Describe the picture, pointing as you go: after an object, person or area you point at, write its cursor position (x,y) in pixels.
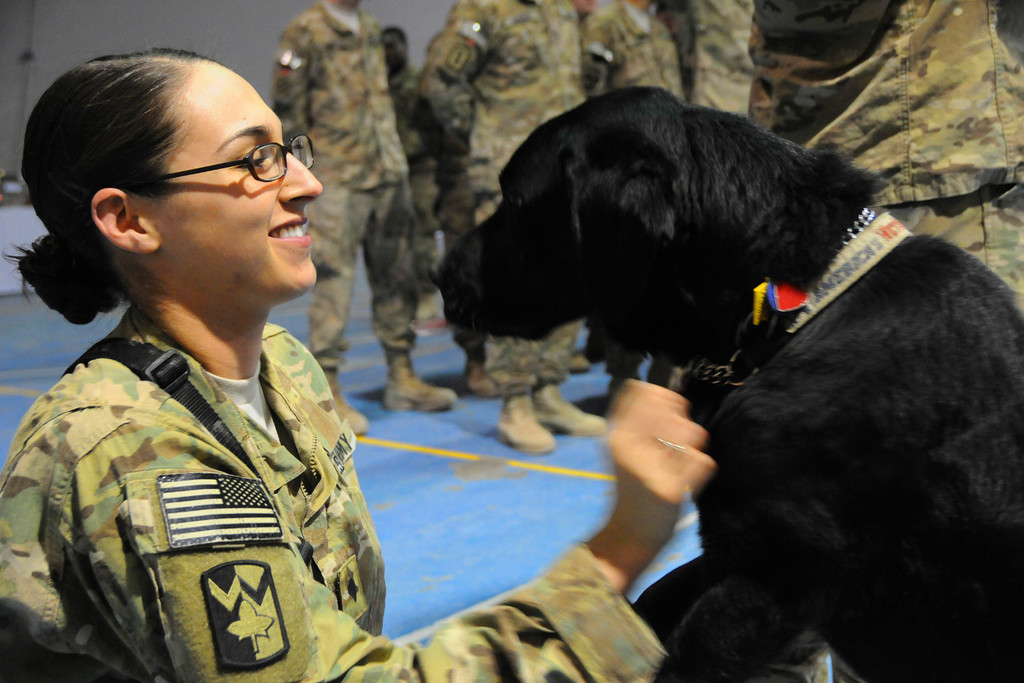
In this image there is one woman (292,521) is holding a dog (745,414) in bottom of this image (754,477) and there are some persons (342,190) in the background (656,367).
